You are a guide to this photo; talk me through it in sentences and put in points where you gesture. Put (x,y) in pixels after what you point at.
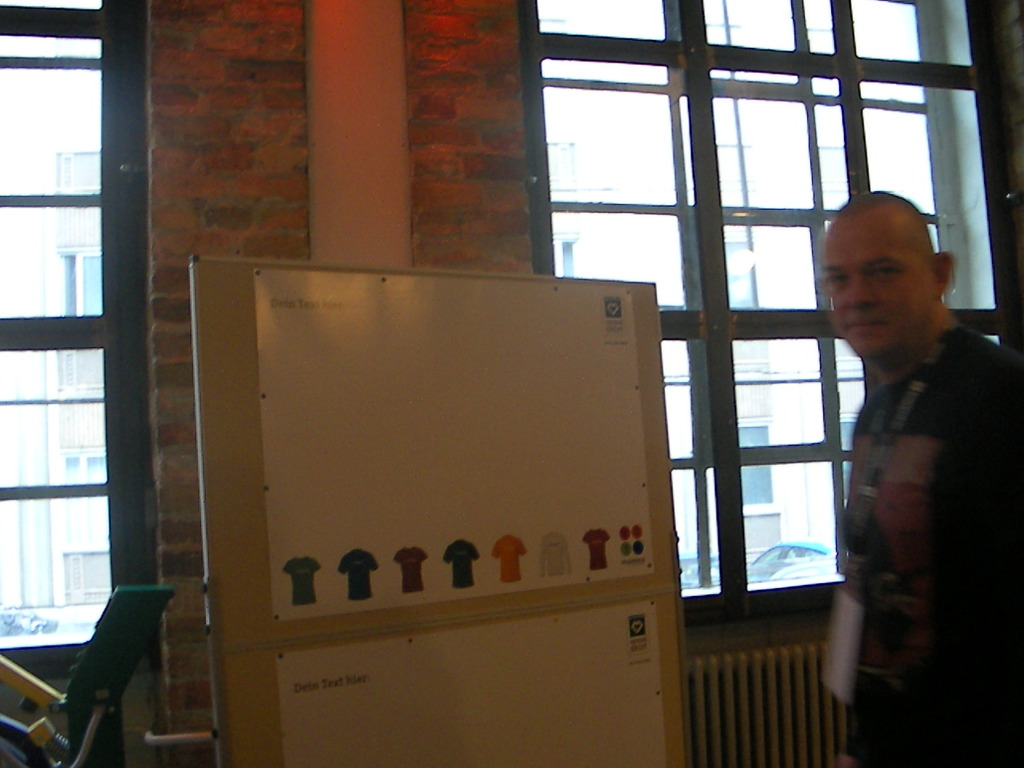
In this image we can see a person (921,449), there is a board (496,514) with images (519,560) on it, there is wall (165,218), windows (547,156), also we can see the building (799,389), and a chair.
